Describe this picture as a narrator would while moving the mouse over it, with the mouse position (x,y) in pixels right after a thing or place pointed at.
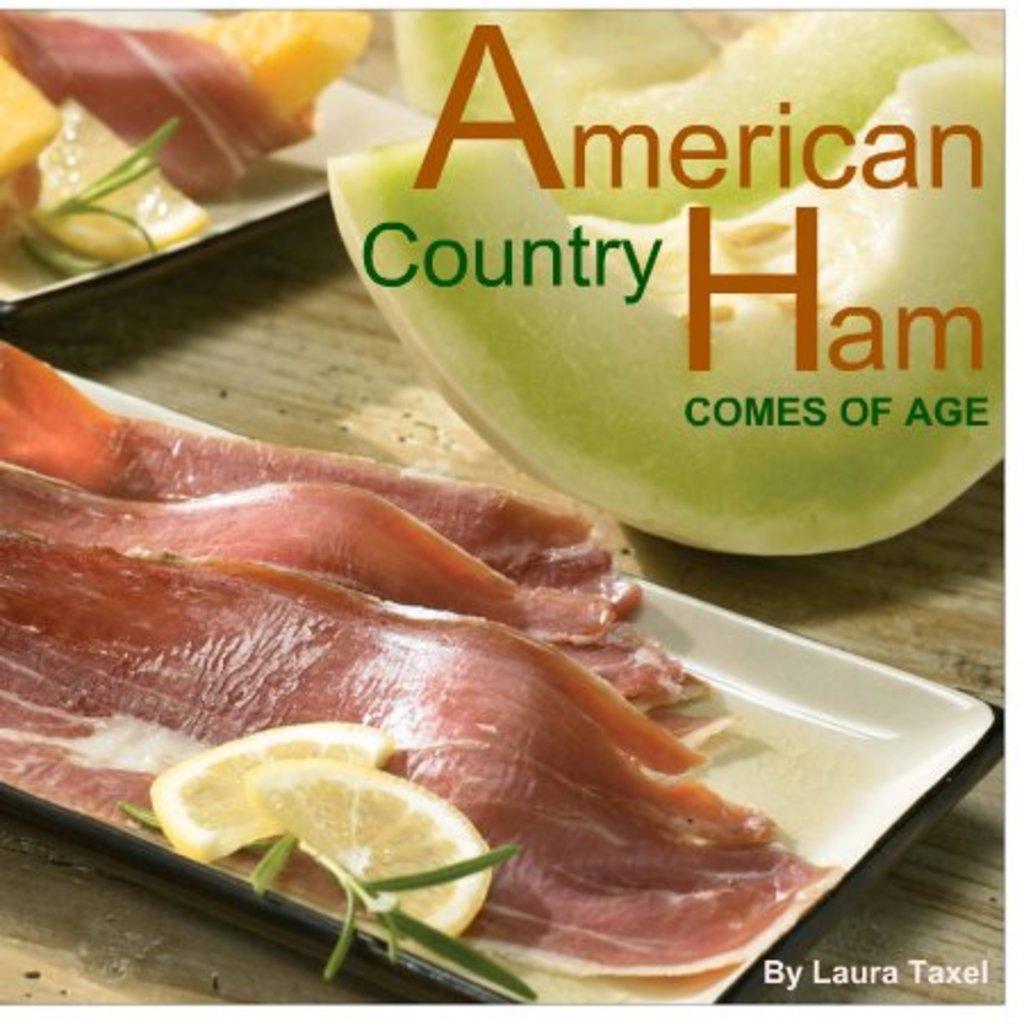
In the image there are meat slices (535,774) along with lemon (185,795) in a tray (741,674) with melon (685,361) behind it and another plate (276,160) with meat (185,55) and fruit (82,167) on a wooden table (848,636).
